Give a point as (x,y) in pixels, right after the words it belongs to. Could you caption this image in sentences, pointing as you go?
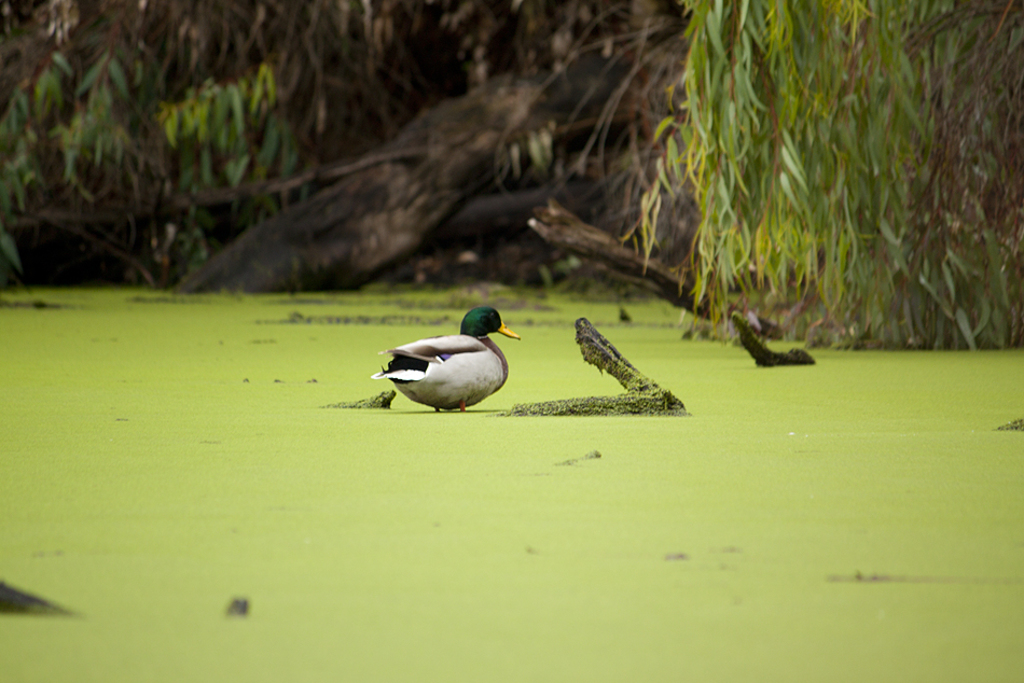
In this image I can see a bird (472,386) which is in green and gray color standing on the green color surface (426,426). Background (873,182) the trees (675,183) are in green color.
